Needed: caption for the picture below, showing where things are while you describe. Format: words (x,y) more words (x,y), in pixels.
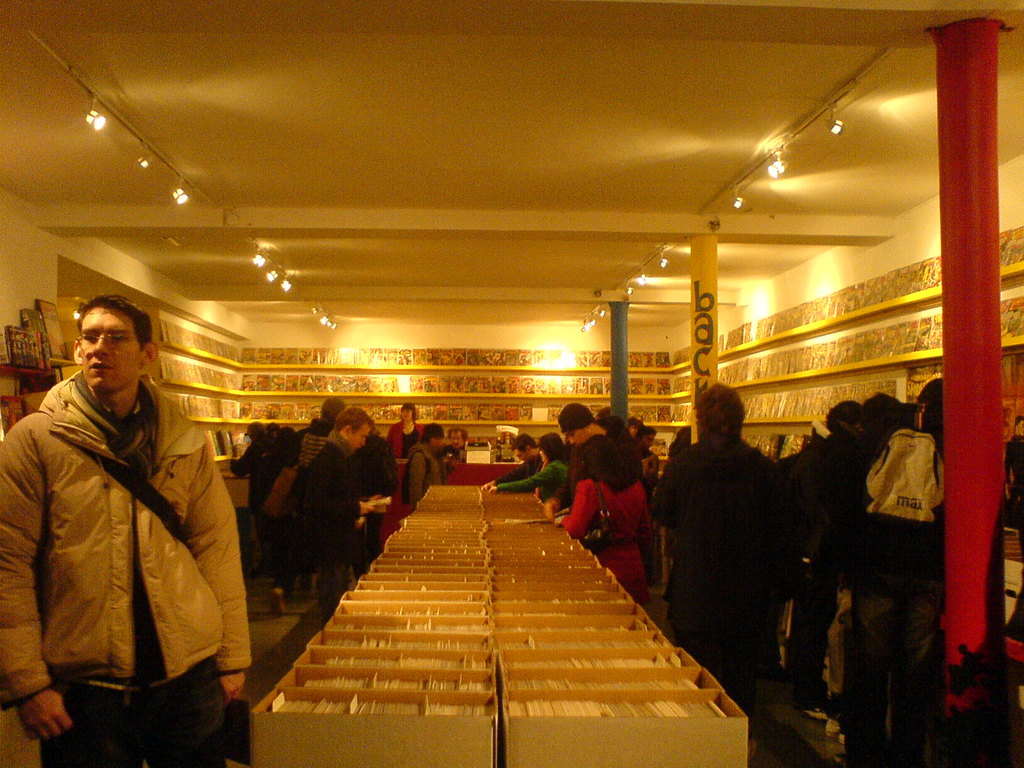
In this picture there are boxes (388,753), which are placed in series in the center of the image (491,496) and there are people (118,408) those who are standing around the boxes (575,726) and there are lamps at the top side of the image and there are books (432,378) in the racks (918,354) in the background area of the image (766,360).
